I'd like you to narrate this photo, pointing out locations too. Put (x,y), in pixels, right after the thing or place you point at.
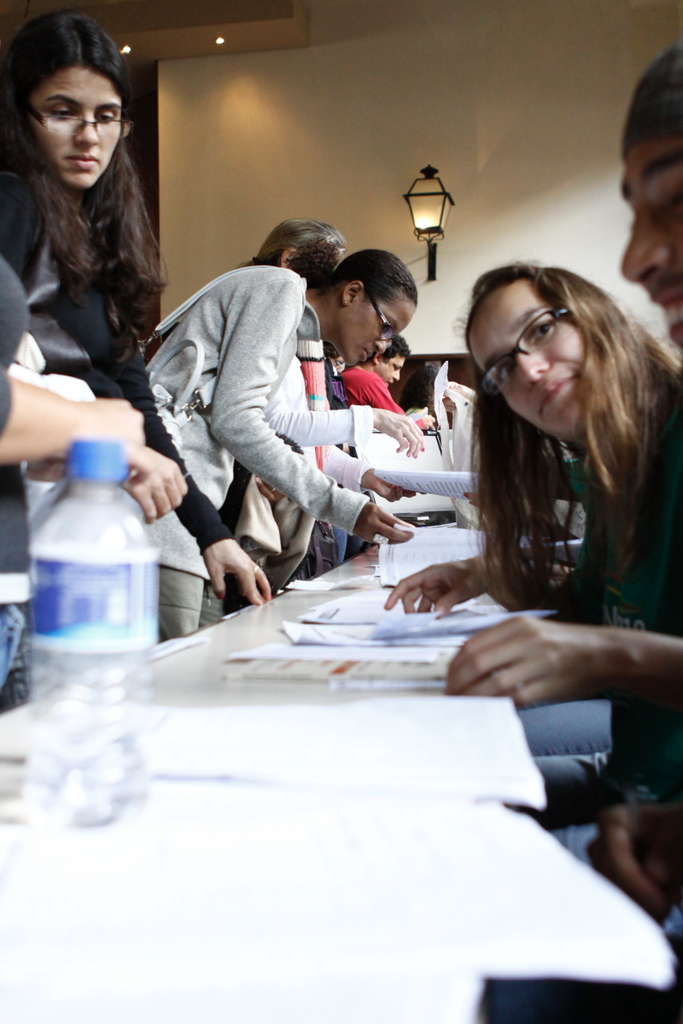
Here we can see a group of people (644,539) sitting on chairs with table (377,690) in front of them and having papers (401,684) and bottle of water (121,652) on it and in front of them we can see a group of people (74,136) Standing and here on the wall (402,169) we can see a light post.
